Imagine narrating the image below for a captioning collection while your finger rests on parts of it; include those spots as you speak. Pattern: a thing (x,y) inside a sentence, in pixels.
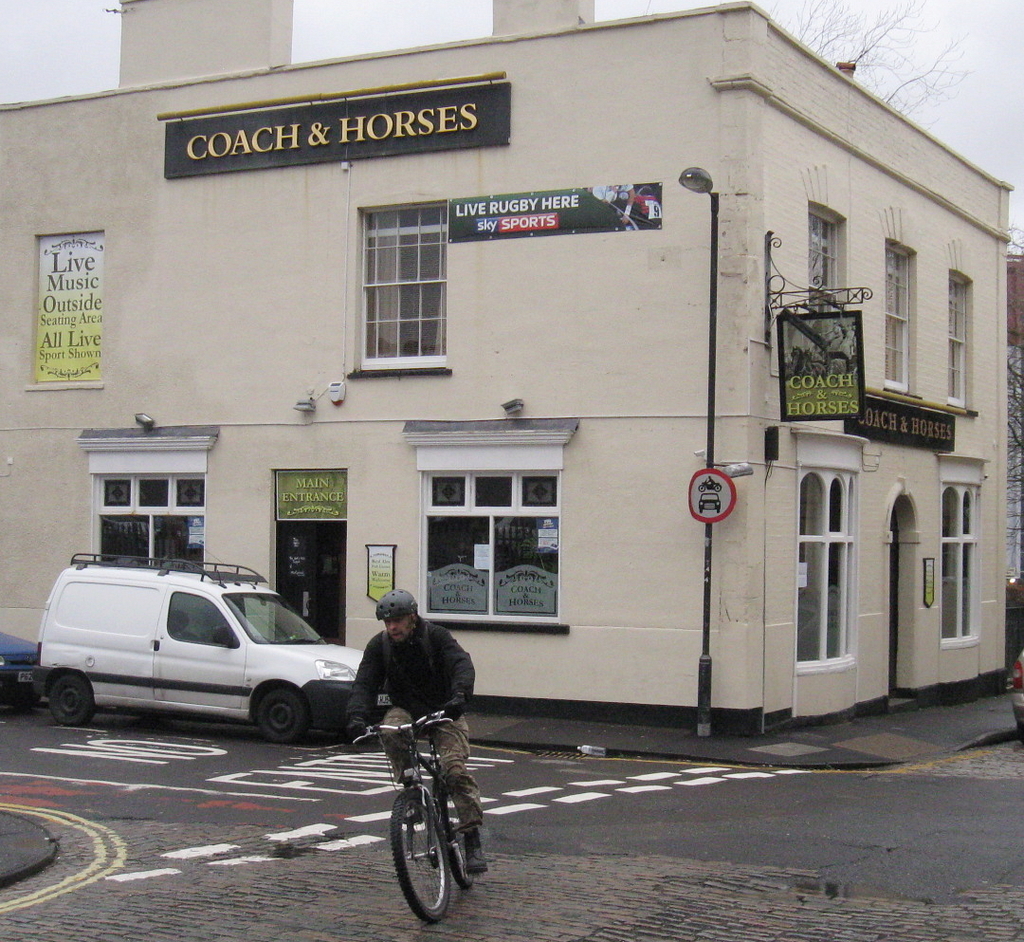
In the center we can see man (403,703) riding cycle (462,836). And coming to the background (665,354) we can see building (747,500), banner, sign board (717,507), vehicles (108,661) and road (719,810). And building (292,269) is named as "Coach & Horses".
